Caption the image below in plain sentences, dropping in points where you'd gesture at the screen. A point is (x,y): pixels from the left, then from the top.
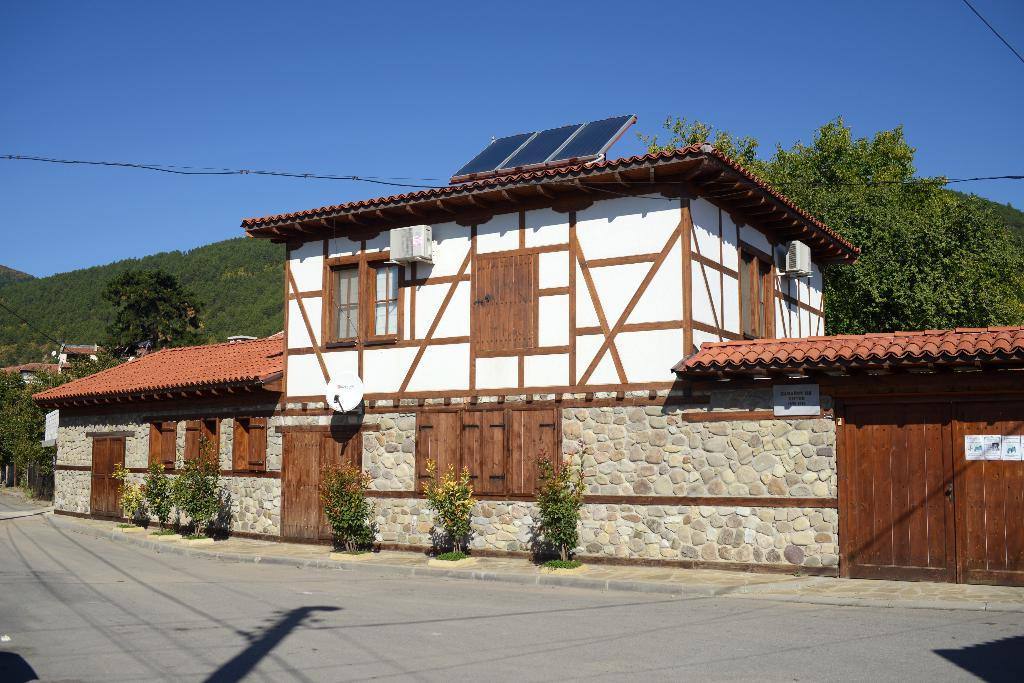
In this image there is a building (622,520), plants (570,487), road (167,632), solar panels (509,140), trees (195,272), sky (192,231) and objects (354,403). In the background of the image (403,67) there are trees (926,216) and sky (265,89).
